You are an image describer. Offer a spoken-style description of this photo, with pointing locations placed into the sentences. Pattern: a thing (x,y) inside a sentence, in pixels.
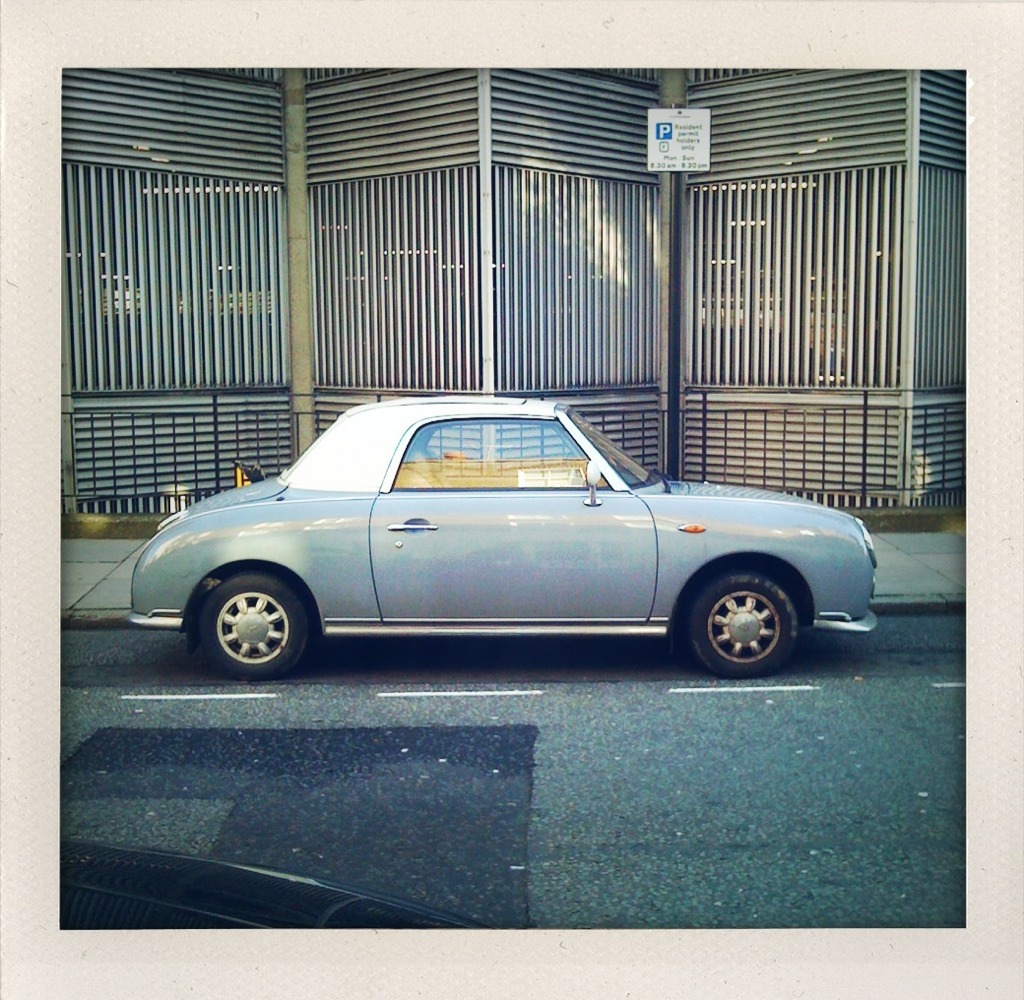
In this image there is a car (573,551) parked on the road (420,696). Beside the road (538,746) there is a walkway (86,551). In the background (209,150) there is a wall (607,250) of metal rods (582,322). There is a board (691,142) with text (691,146) on the metal rods (641,165).
